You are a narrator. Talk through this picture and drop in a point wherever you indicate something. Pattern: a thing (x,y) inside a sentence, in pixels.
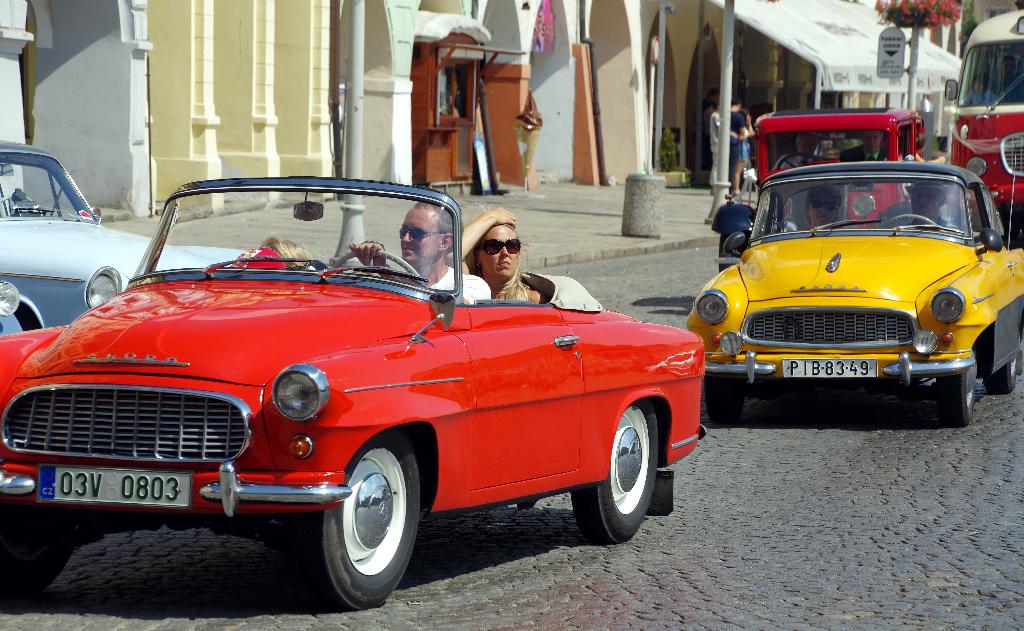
In this picture there are few persons (934,189) travelling in vehicles (695,320) on the road (758,482) and there are few persons (714,150) standing and there are poles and a building (675,39) in the background (520,50).
